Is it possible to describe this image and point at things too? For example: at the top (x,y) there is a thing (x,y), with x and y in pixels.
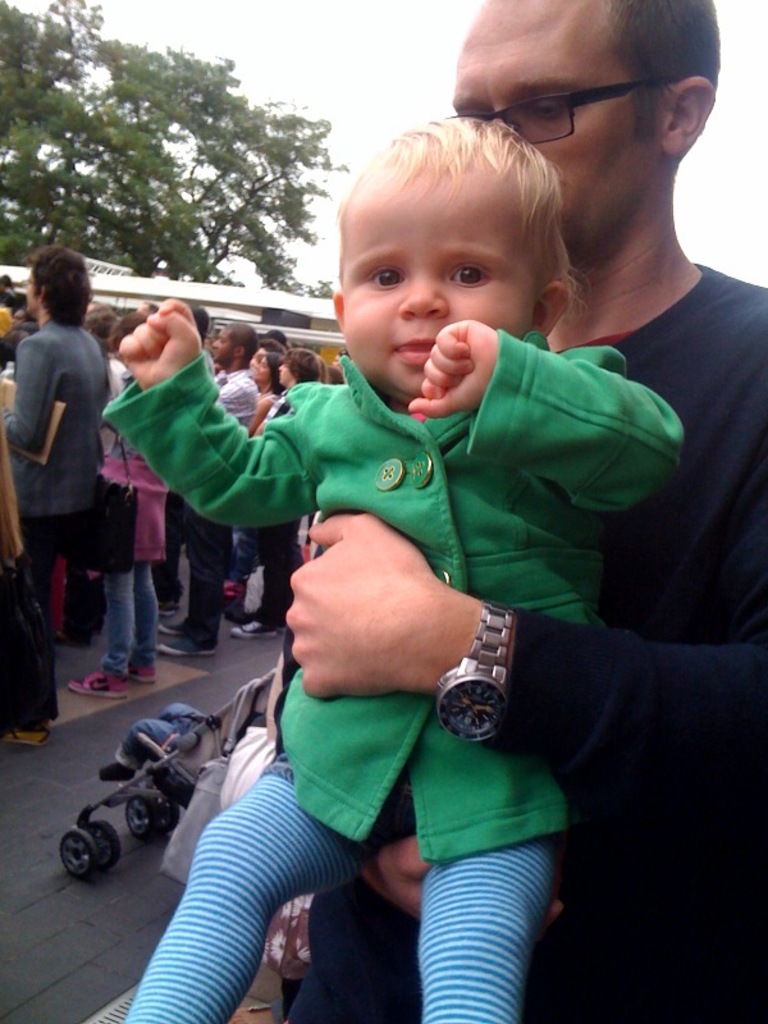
In the picture we can see a man (748,479) holding a baby (433,414) and beside it, we can see some people (78,298) are standing and in the background (49,108) we can see a part of the tree (164,157) and the sky (380,81).
